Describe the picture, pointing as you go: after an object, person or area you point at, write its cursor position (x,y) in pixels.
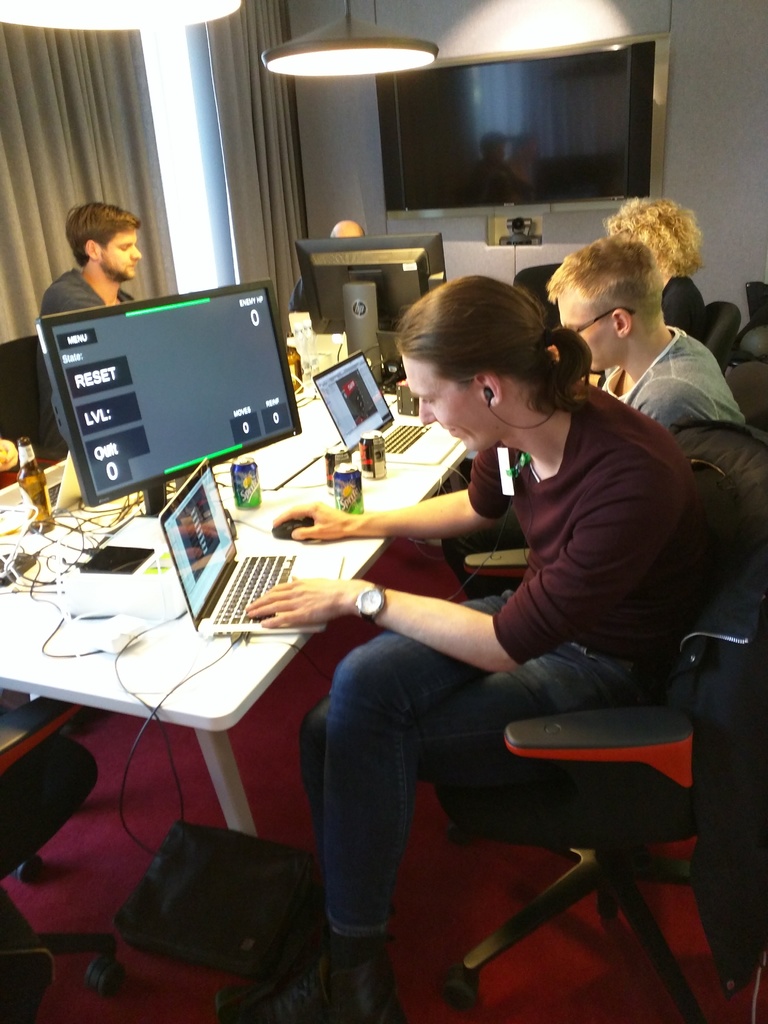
In this image I can see few persons (552,455) sitting on the chair (727,494). On the table (263,645) there is a laptop (183,520), mouse (296,527), system (97,371), bottle (38,498), tins (346,470) and wires (36,575). On the top (298,66) there is a light (287,66). On the floor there is a bag (274,916).
